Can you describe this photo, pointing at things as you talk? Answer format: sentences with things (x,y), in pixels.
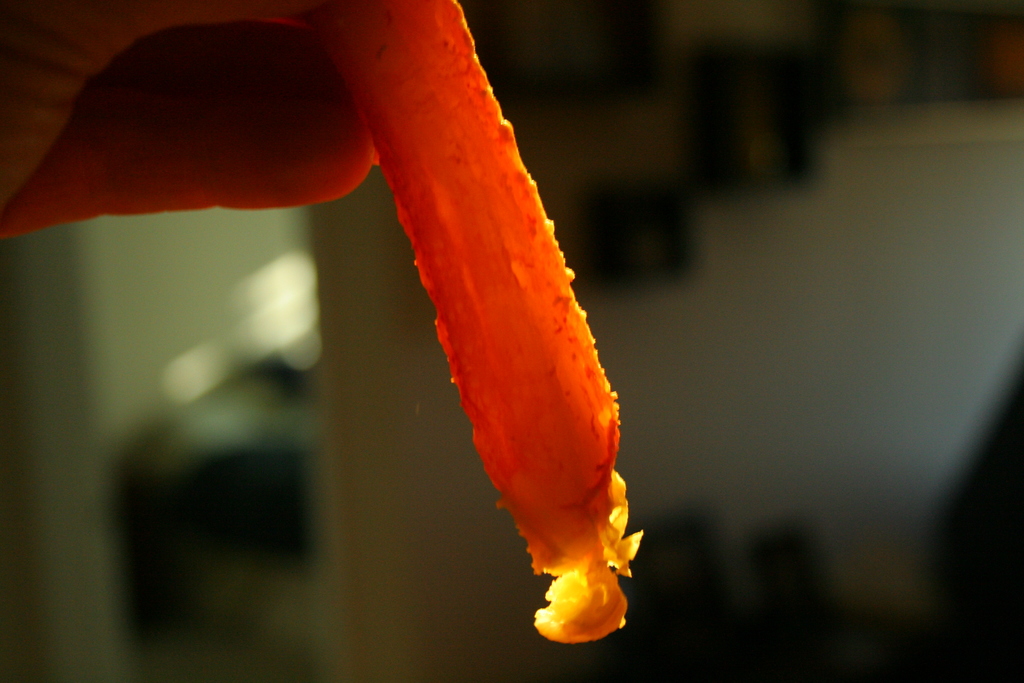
In this image, we can see a food stick (438,253) and the background (940,221) is blurry.
